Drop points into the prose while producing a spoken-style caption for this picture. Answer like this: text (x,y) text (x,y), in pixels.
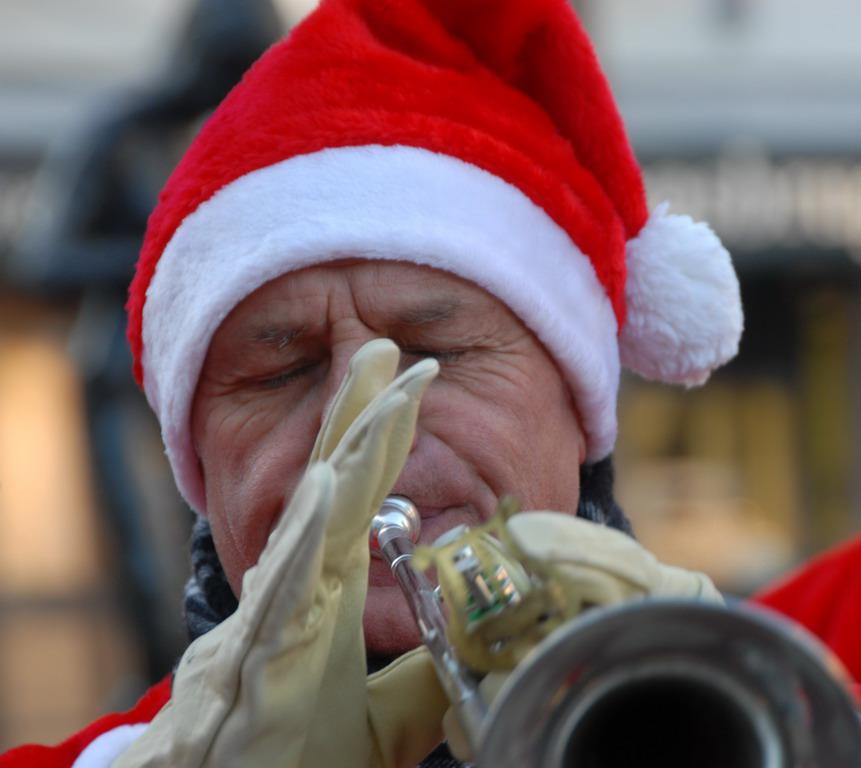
In the picture I can see a person (521,480) holding a musical instrument (526,692) in his hands (503,676) and there are some other objects (255,33) in the background (110,136).
